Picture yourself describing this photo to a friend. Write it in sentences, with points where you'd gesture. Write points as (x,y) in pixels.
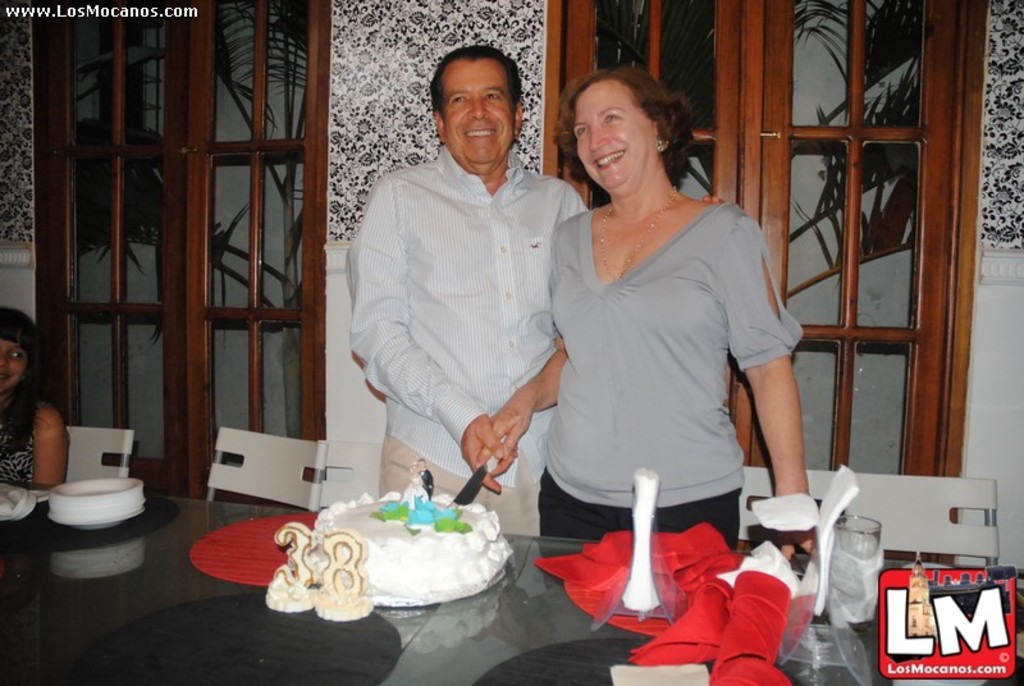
In the foreground (421,208) two persons (652,85) are standing and cutting a cake (475,543) with knife (471,490). In the left middle (51,435) a woman (59,463) is sitting on the chair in front of the table (97,548) on which cake (460,532), plates (100,513), mat (610,673), glasses (856,573) and so on kept. At the bottom right (946,659) a logo (964,667) is there. In the background (138,178) windows (835,78) are visible and doors (298,79) are visible, through which plants (868,117) are visible and a wall (382,51) of white and black in color is visible. This image is taken inside a house (17,305).
